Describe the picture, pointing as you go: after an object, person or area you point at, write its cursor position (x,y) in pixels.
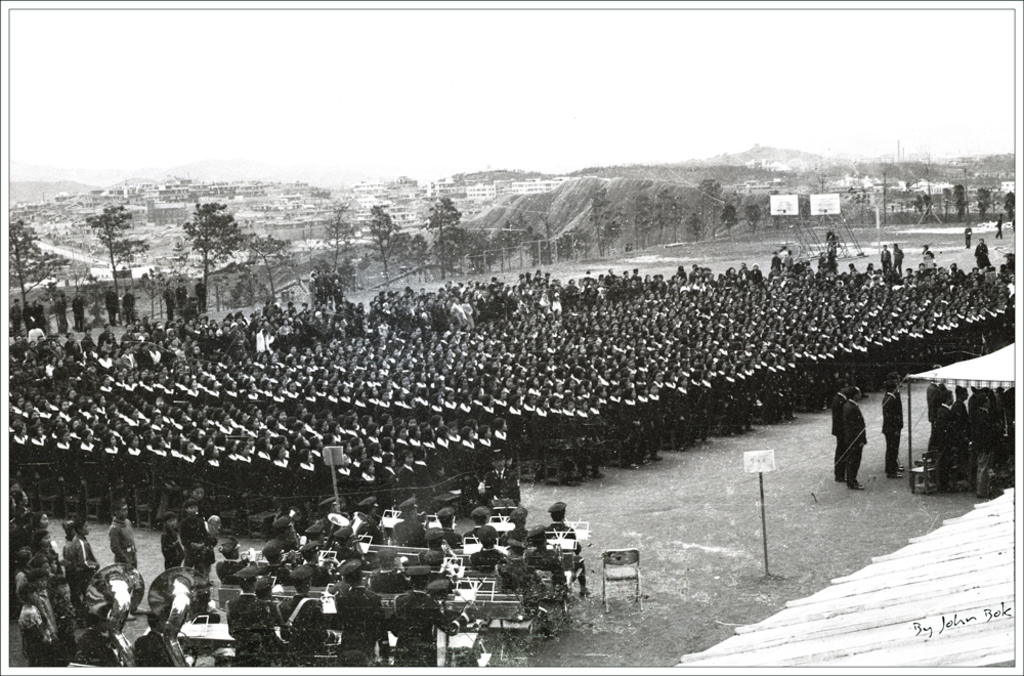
In this image I can see group of people (706,328) standing and I can see few trees (109,236), buildings (150,190). In front (453,604) I can see few people (440,607) sitting and the image is in black and white.
